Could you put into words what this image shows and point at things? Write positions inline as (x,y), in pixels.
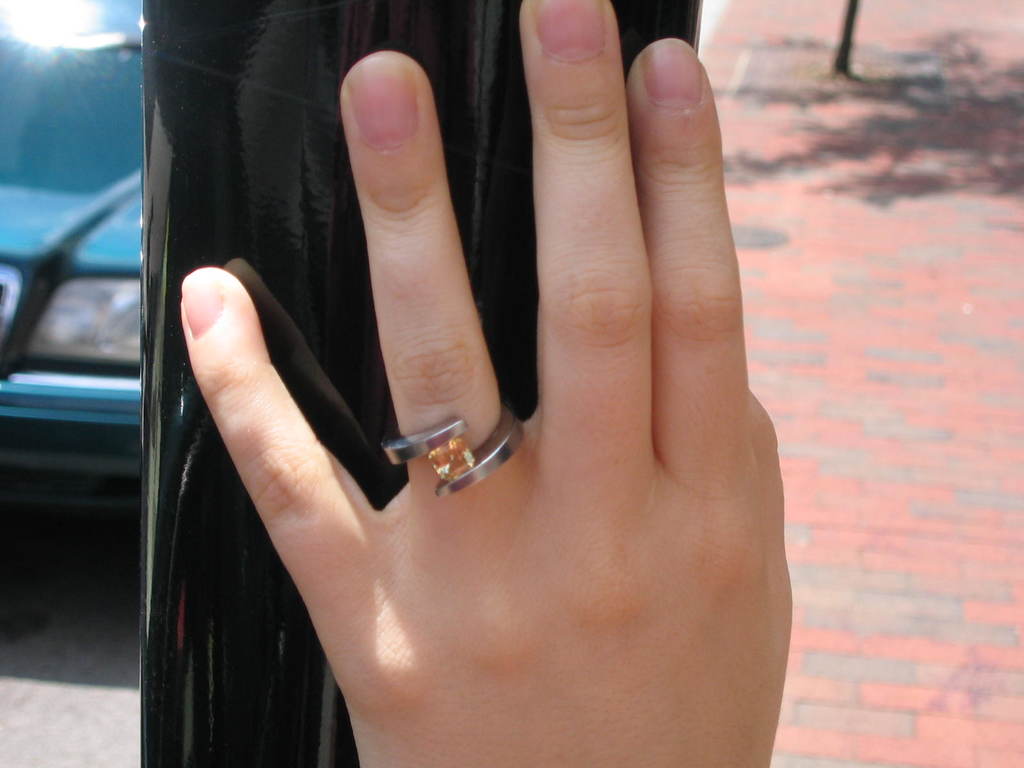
In the picture I can see a person's hand (504,505) touching the pole (273,585) and ring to the finger (434,510). In the background (64,244), I can see a car (105,364) on the left side of the image (100,84) and the sidewalk (824,327).
